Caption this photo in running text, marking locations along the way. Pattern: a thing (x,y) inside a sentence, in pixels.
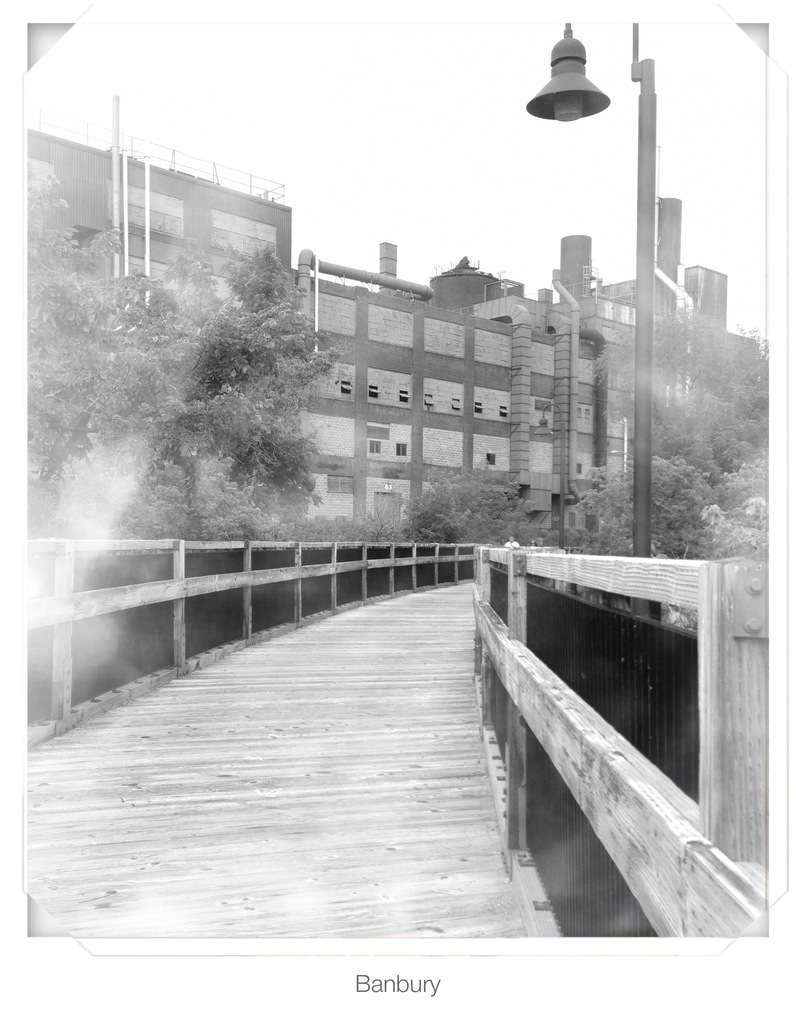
In this image at the bottom (310,689) there is a bridge (454,601) and in the background (367,367) there are some houses (501,347), trees (690,470) and on the right side (596,97) there is one pole (643,71) and light (580,53).
